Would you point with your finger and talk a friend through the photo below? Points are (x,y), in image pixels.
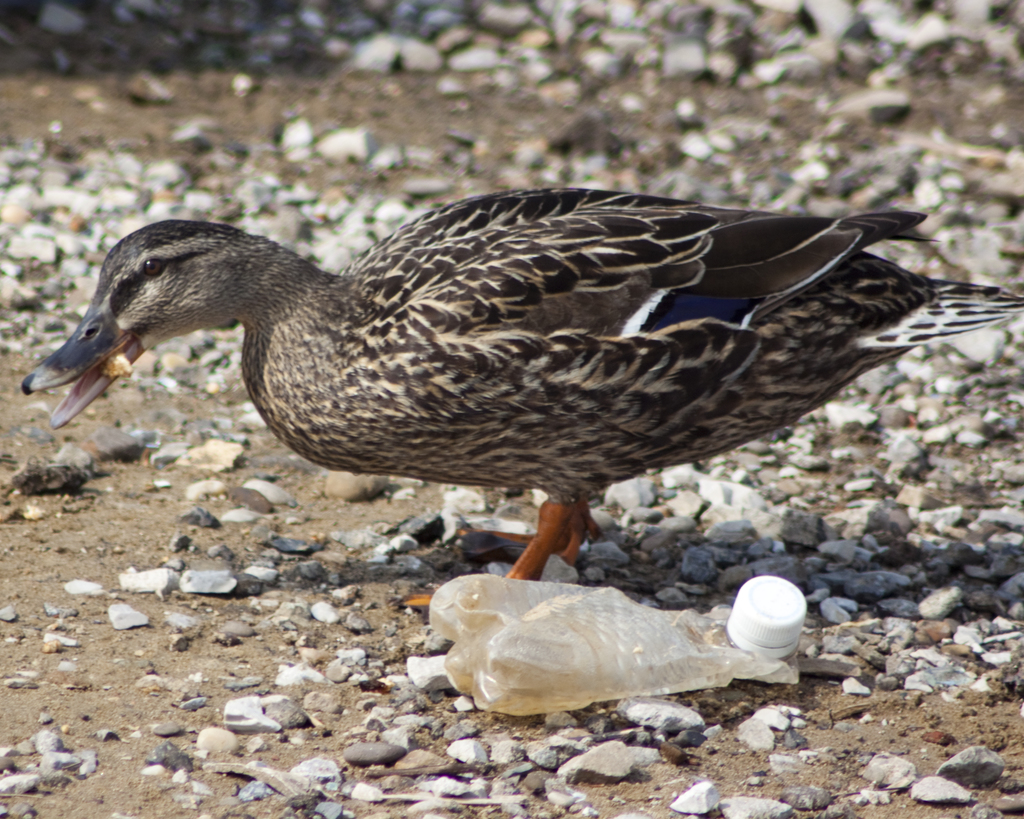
In this image I can see a small bird (407,319) holding some food (112,362) in her mouth (84,343). I can see a plastic bottle (445,594) beside the bird (518,557). I can see some rocks (530,162) on the ground (355,157) with a blurred background (402,153).
